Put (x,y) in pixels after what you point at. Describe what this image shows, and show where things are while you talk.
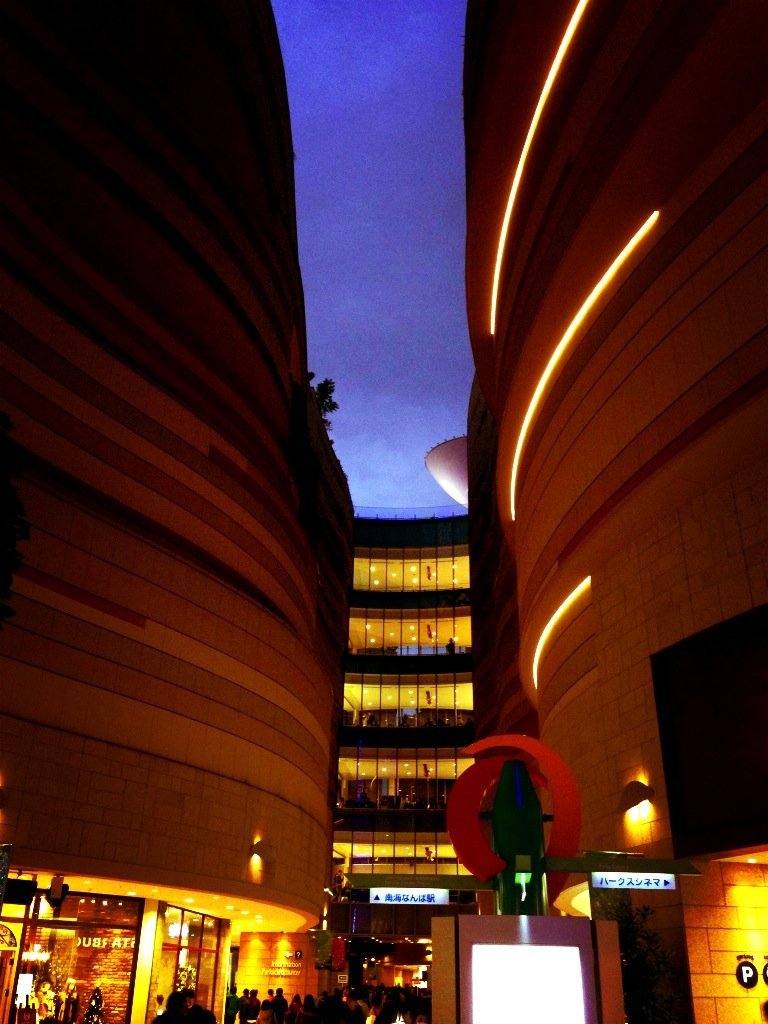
In this image we can see buildings (630,649), boards (470,973), lights (571,893), hoardings (258,959), glasses (99,978) and people (390,1013). In the background (454,50) there is sky (411,406).
